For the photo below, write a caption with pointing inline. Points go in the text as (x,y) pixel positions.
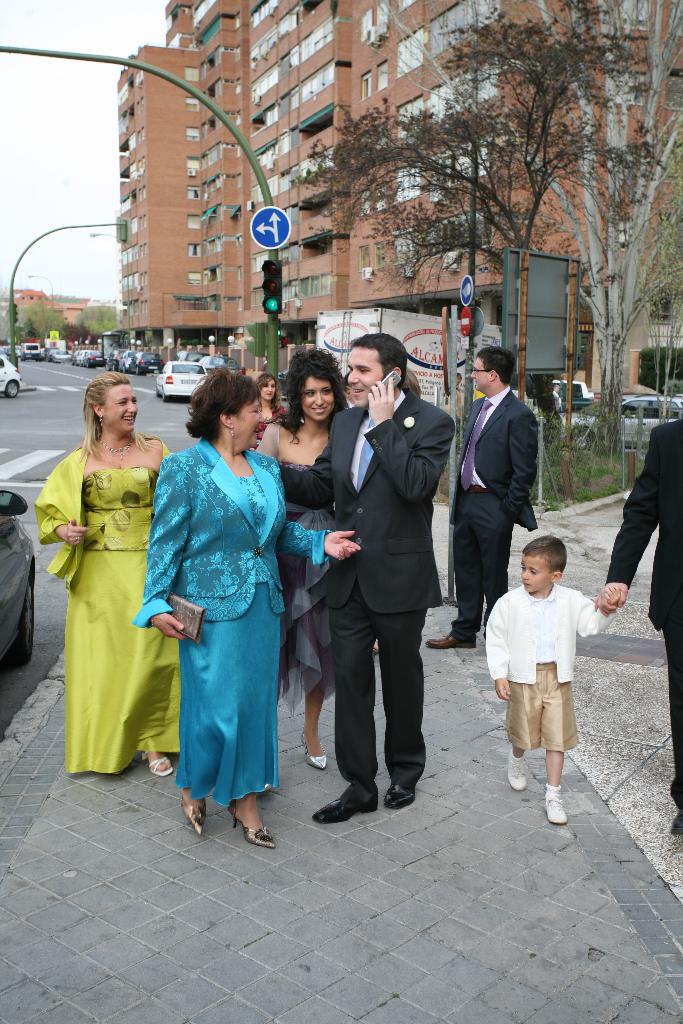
In this image I can see group of people (261,643) standing. The person (277,594) in front (245,591) wearing blue color dress (260,591) and the person (420,572) at right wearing black blazer (361,520), white color shirt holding a mobile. Background (419,301) I can see few vehicles (4,368) on the road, a traffic signal (273,329), trees (651,291) in green color, few buildings (209,138) in brown color and sky (46,157) is in white color.
